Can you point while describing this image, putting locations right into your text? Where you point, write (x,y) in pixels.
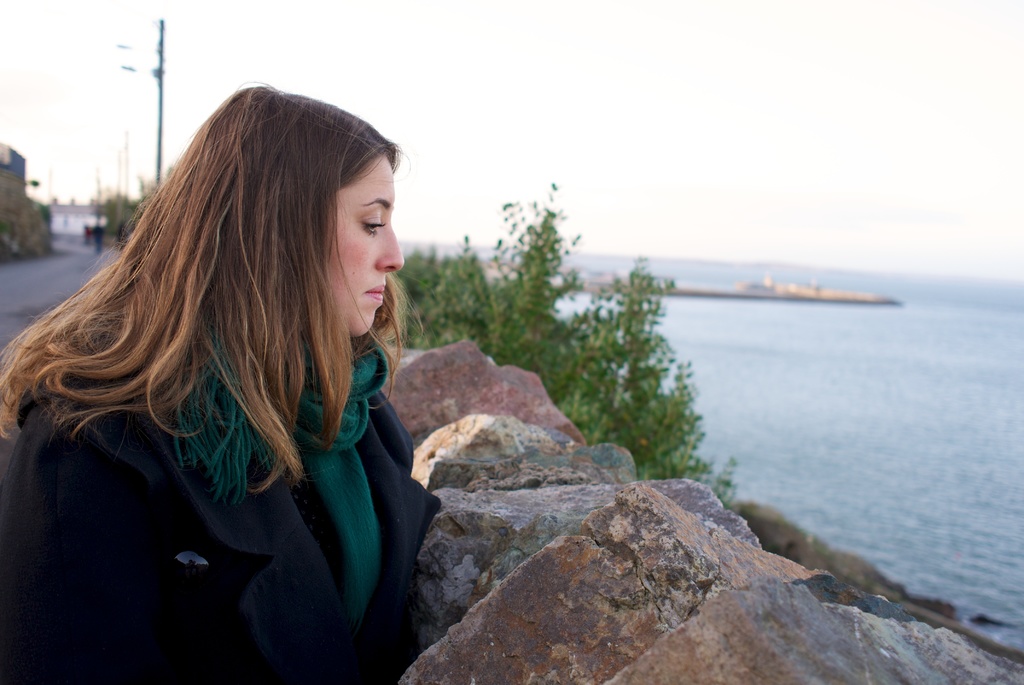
On the left side of the image (317,537) we can see woman (249,472) standing at the stones (606,580). In the background (471,302) there are trees (631,357), water (751,367), ship (826,292), building (11,162), poles (162,135) and sky (488,95).
